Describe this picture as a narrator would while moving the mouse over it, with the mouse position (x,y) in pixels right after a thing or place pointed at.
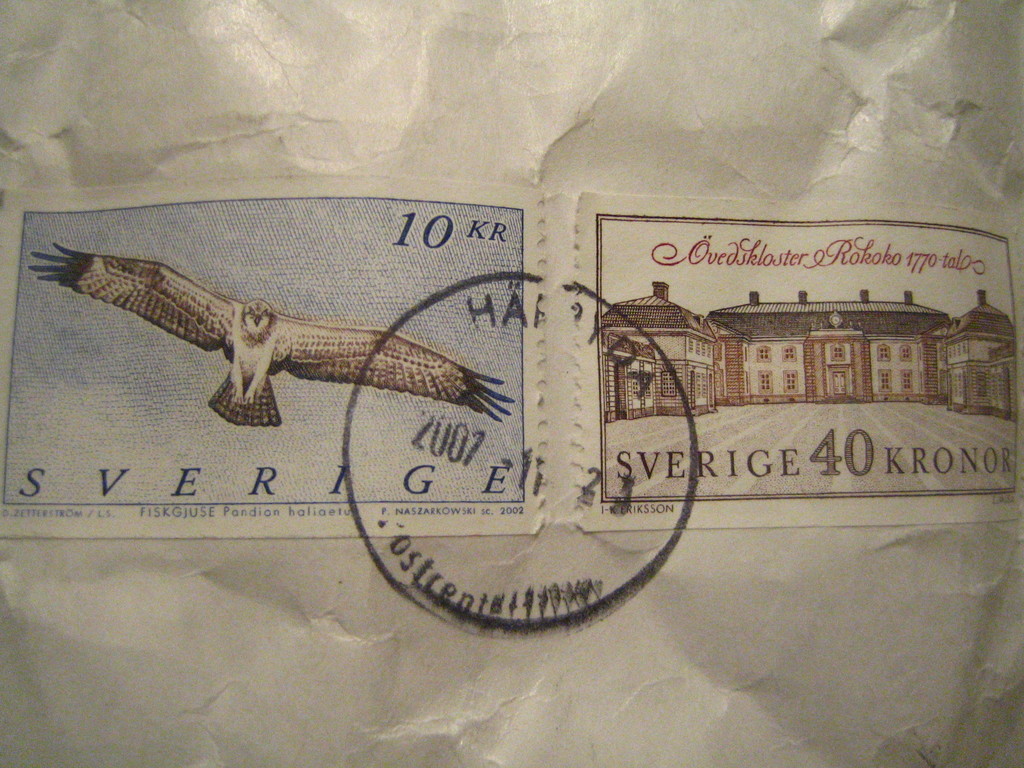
There are two stamp papers (707,318) are attached to a white color paper (535,123) as we can see in the middle of this image (614,346).
